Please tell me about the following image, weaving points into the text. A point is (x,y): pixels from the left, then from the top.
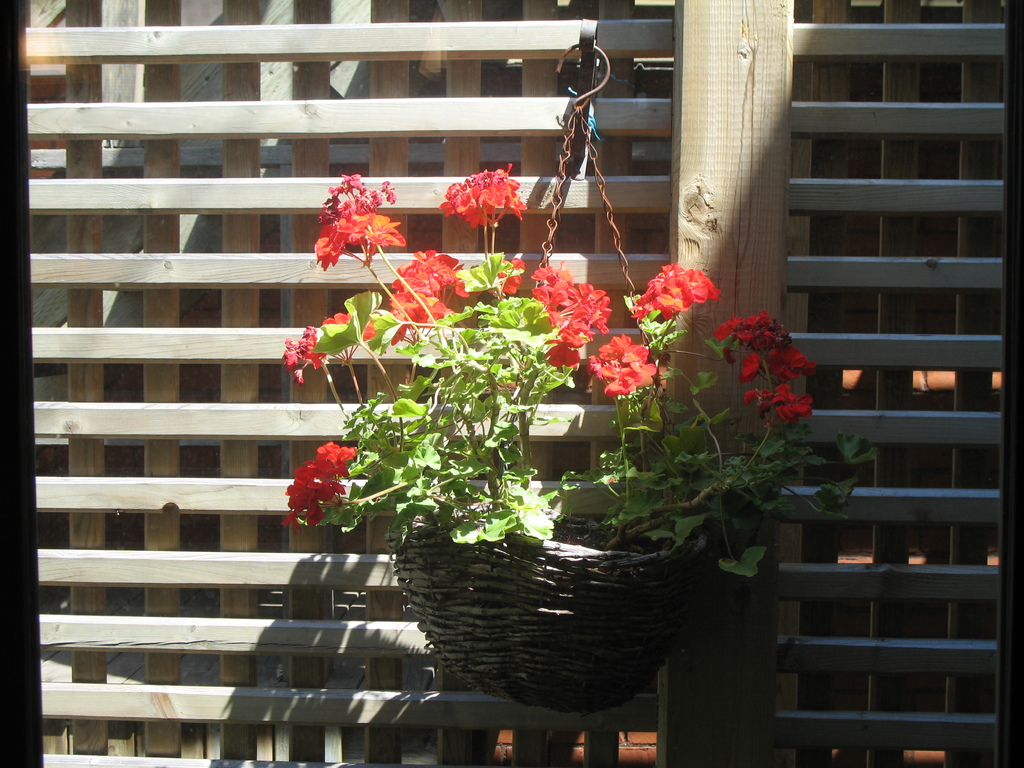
In the picture we can see a wooden plank wall (703,673) with a hanger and some plants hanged with a bowl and to the plant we can see some flowers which are red in color.
